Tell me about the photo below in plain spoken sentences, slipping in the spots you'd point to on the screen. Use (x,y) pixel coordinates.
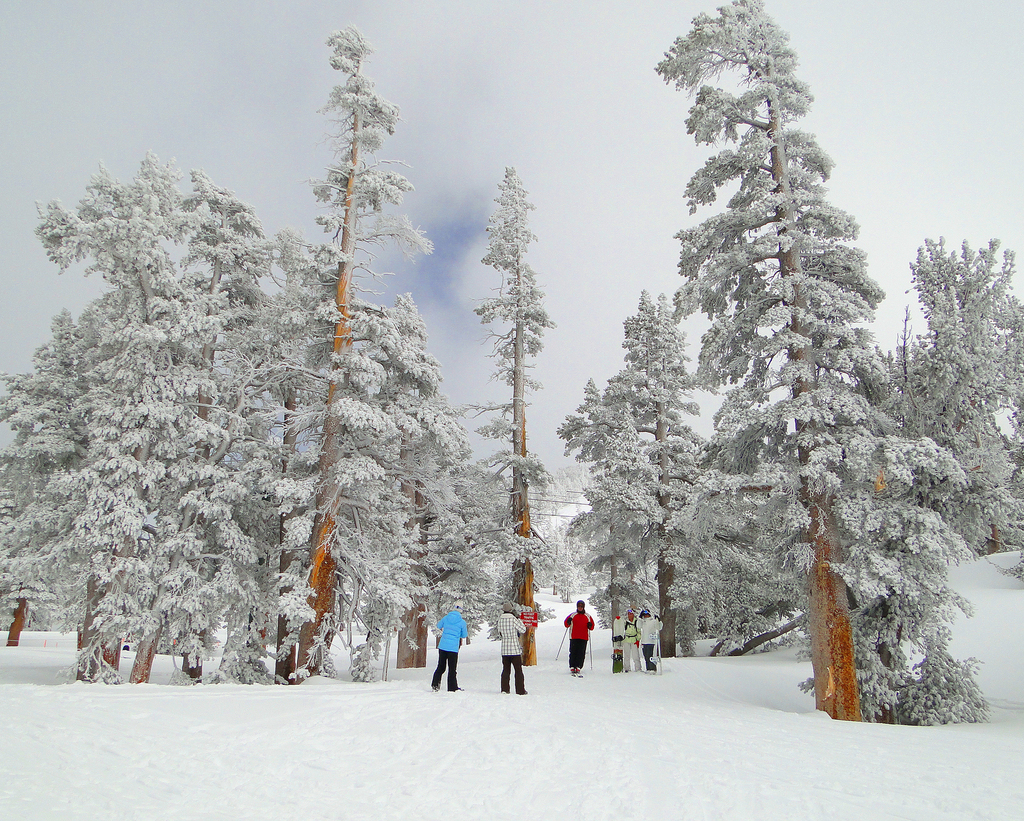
Here we can see few persons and snow (82,748). There are trees (443,420) covered with the snow (846,459). In the background (591,135) there is sky (1022,84).
